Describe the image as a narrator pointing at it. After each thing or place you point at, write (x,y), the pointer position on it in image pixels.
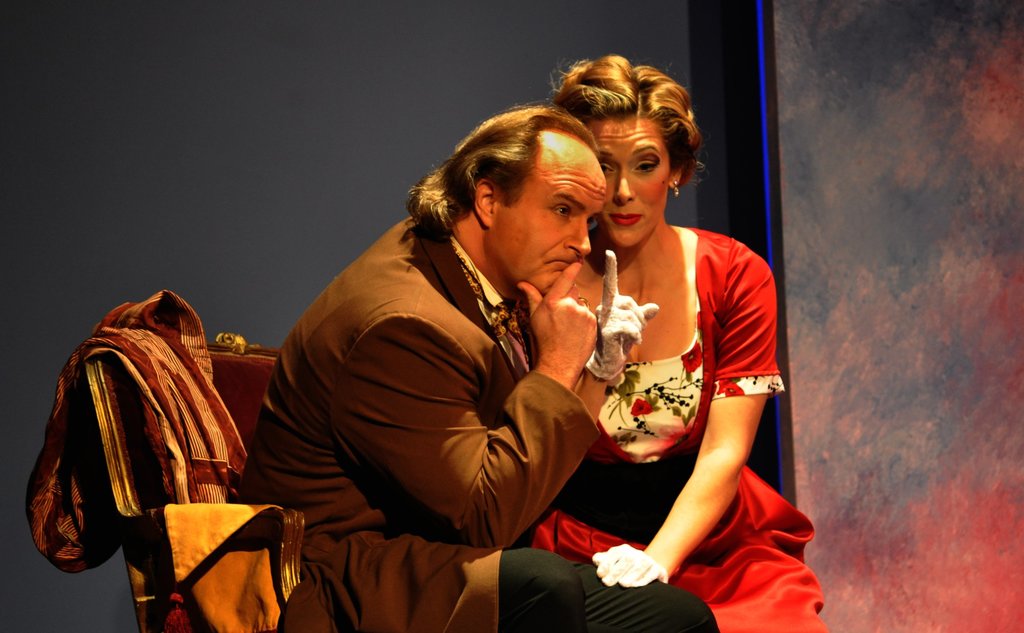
in this given picture i can see two people (787,504) sitting on a chair (225,386) top of the chair (223,372) i can see shawl (124,331) which is available after that i can see a woman (707,411) touching man's leg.
